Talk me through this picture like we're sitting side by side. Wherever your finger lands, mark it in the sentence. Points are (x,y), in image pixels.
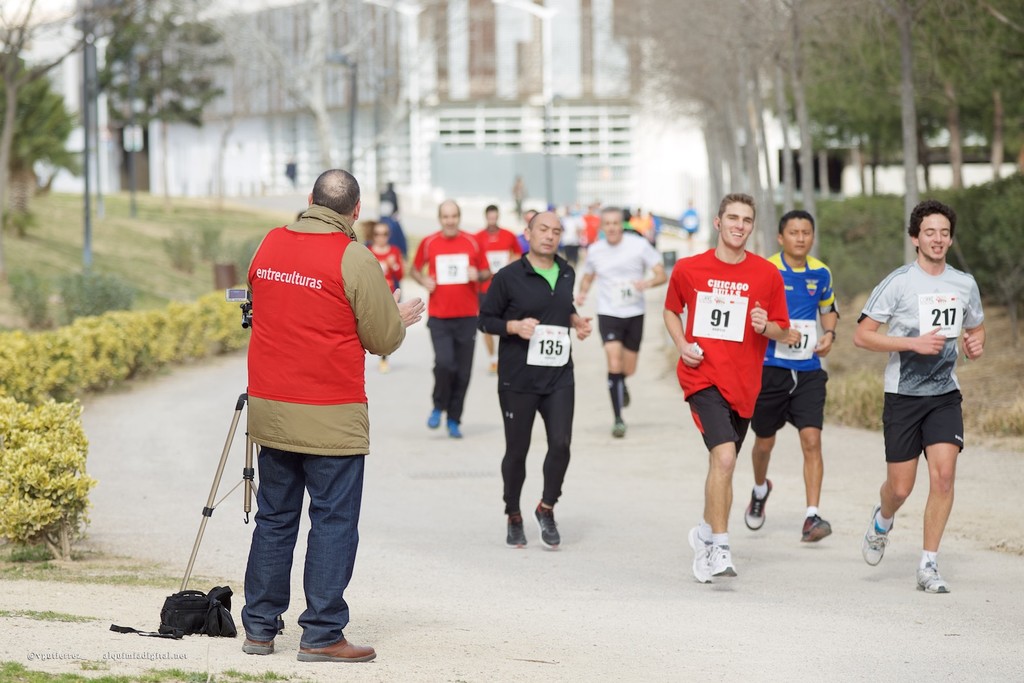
In this picture we can see some people (553,397) running in the marathon. In the front (310,384) there is a cameraman (325,352) standing and taking the photos. Behind we can see some trees (853,91) and buildings (478,138).
